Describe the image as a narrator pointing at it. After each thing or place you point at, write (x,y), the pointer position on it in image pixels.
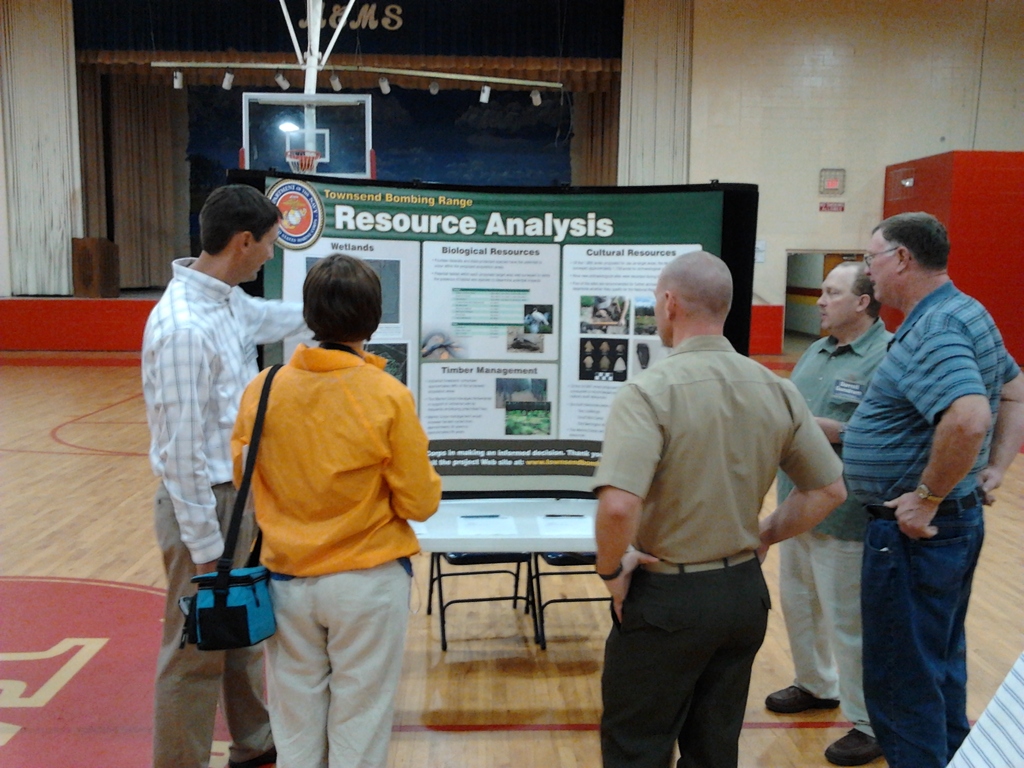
In this picture we can see five persons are standing on the floor (506,710). These are the chairs (582,561). And there is a board (527,299). On the background (746,111) there is a wall (782,90).
